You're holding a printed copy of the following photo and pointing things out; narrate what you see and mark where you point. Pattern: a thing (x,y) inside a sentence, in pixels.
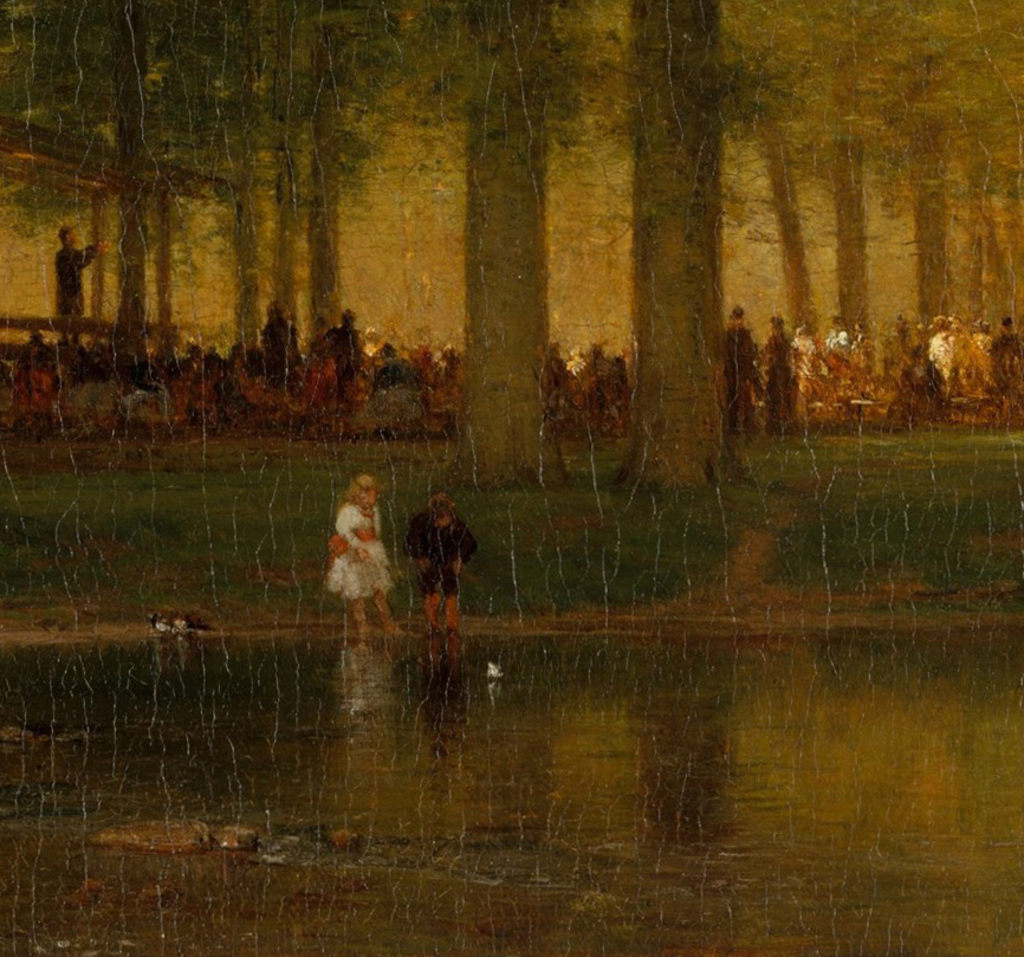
In this picture there is a boy (425,595) and girl (380,600) standing near the river water (458,731). Behind there is a group of men and women (1023,384) standing and discussing something. In the background (347,151) there are some trees (347,151).
